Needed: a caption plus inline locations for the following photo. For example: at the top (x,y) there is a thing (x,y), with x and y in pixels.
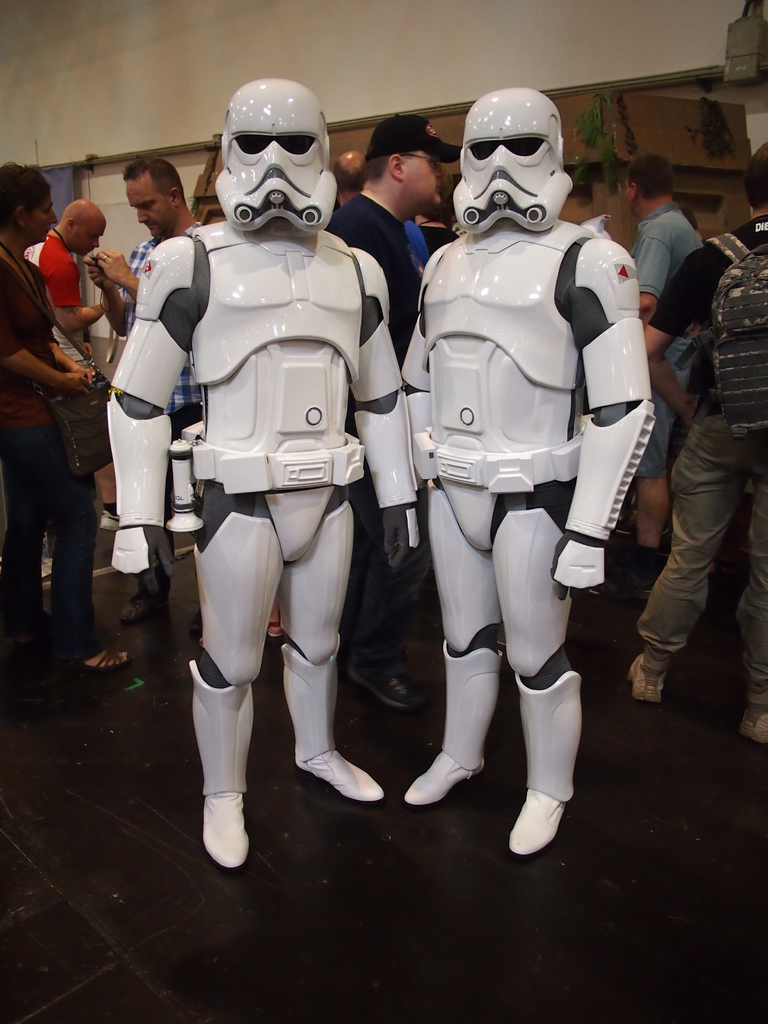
In front of the image there are two people (315,262) wearing a robot costume (311,373). Behind them there are a few other people (31,407) standing on the floor (300,958). In the background of the image (96,60) there is a wall (324,18). In front of the wall (321,16) there is a depiction of a house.
